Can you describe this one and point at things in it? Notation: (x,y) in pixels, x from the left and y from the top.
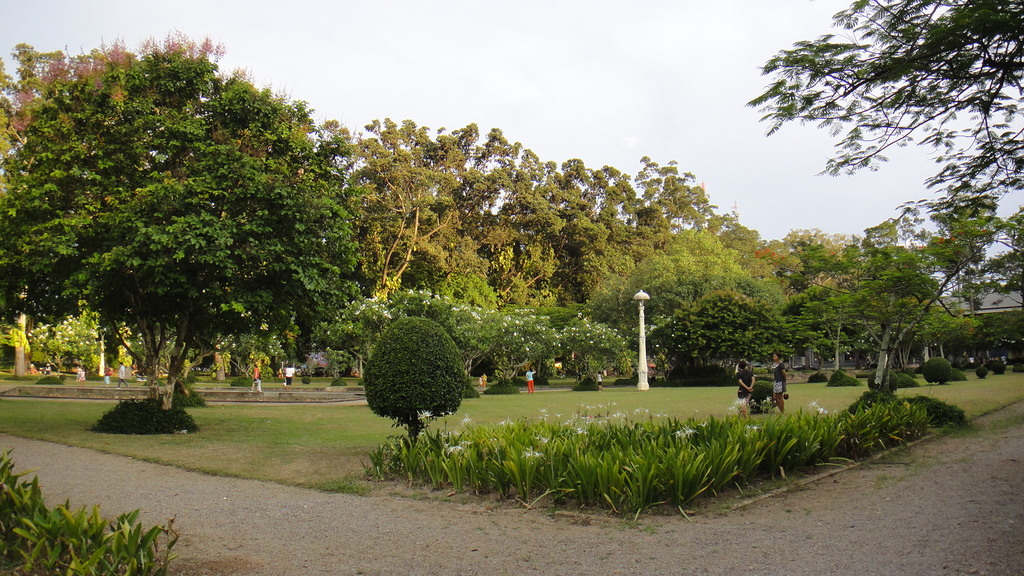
In the picture I can see so many trees (437,351), flowers (581,432) to the plants (597,441), some people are on the grass (603,418) and beside we can see the road (1014,561).
